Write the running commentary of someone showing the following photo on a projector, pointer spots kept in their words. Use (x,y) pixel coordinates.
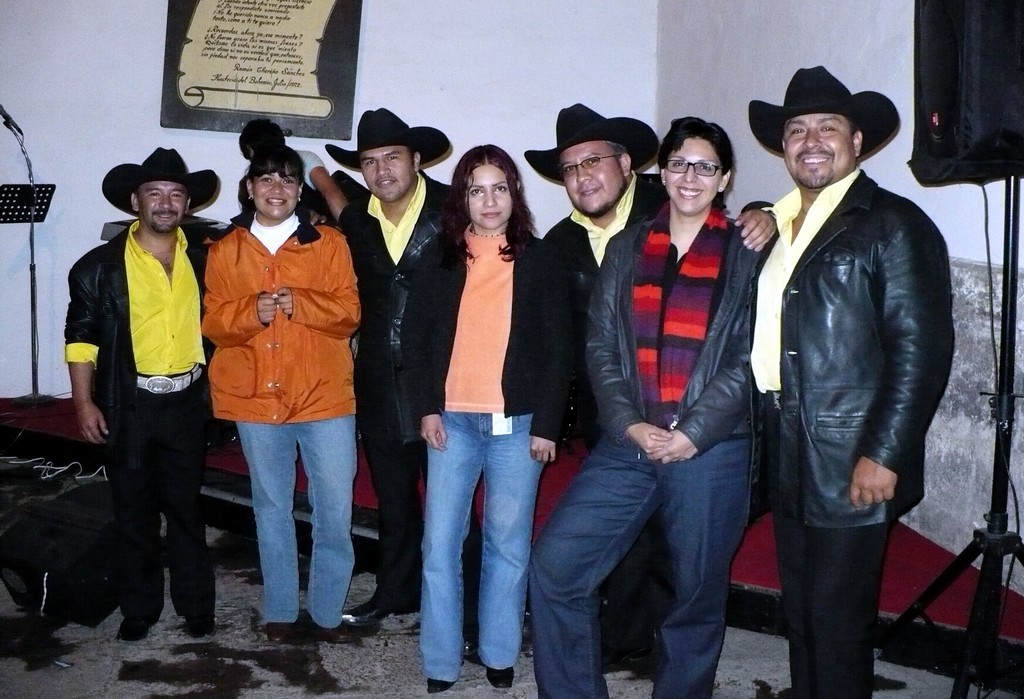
In this picture there are people (328,426) smiling and we can see speaker (986,133) with stand (920,607) and object (51,516) on the floor (212,687). In the background of the image (263,132) we can see a person (263,145) holding an object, stand (33,326) and board (281,9) on the wall (588,41).
